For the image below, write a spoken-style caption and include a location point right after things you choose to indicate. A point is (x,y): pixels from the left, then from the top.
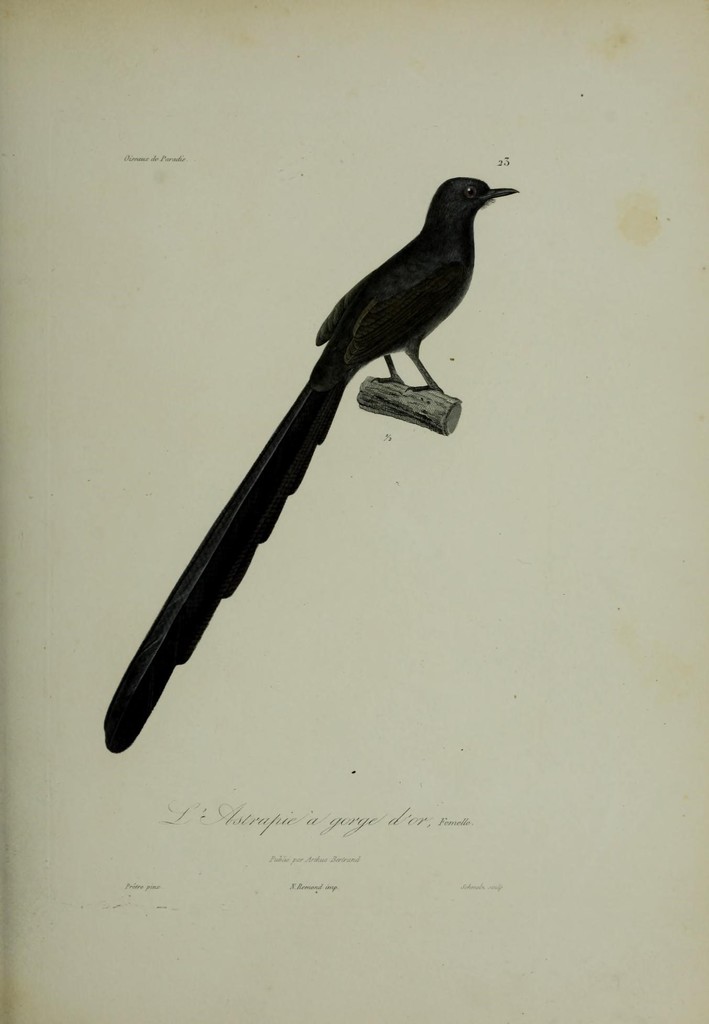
In this picture we can see a bird (323,396) on a wooden log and some text (294,861) on the page (330,497).
